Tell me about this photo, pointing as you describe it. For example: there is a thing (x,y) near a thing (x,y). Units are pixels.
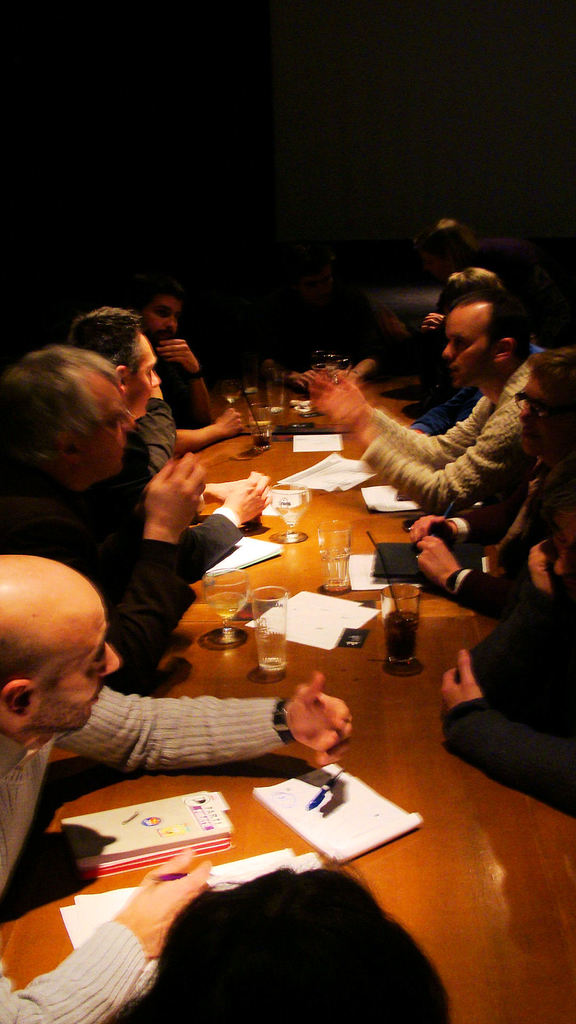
There is a group of people (254,487). There is a table (423,629). There is a cup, glass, paper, book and pen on a table (236,464).
